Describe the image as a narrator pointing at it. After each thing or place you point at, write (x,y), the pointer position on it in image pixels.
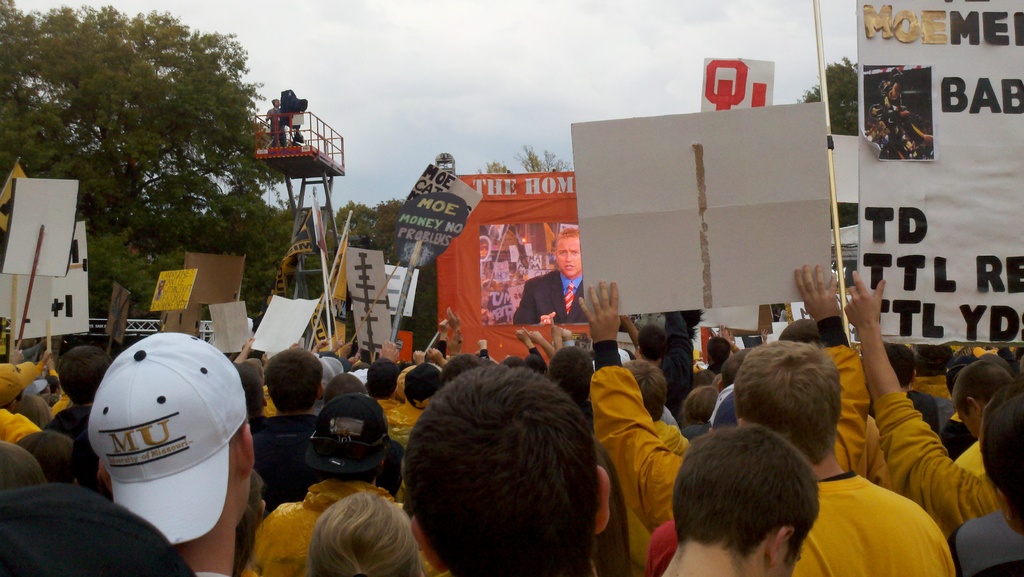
In the foreground (724,566), I can see boards (625,204), posters (587,281) and a crowd (532,387) on the road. In the background (256,251), I can see trees (275,252), a screen (485,261), metal rods (332,221), fence (158,323) and the sky (433,99). This image is taken, maybe during a day.
